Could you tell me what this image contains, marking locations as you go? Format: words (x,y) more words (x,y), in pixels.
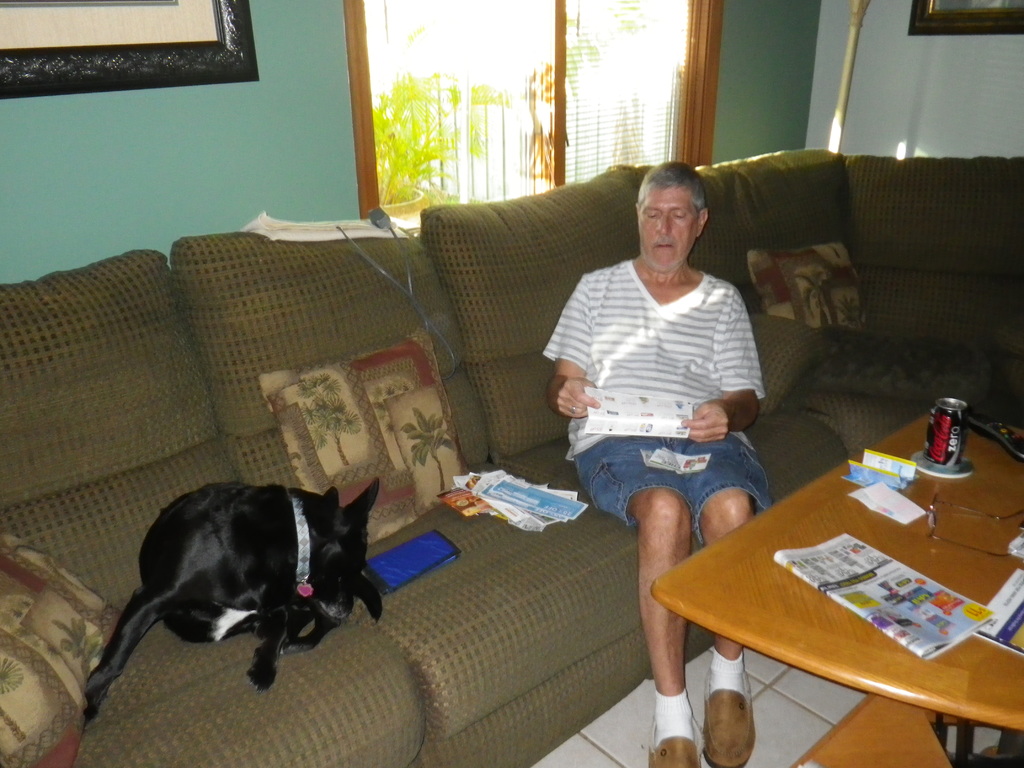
In this picture there is a man (609,386) holding a paper (622,426) and sitting on the sofa (446,327). A pillow (404,427), few papers (460,490), black dog (295,537) is seen on the sofa (400,540). To the right (936,432), there is coke can (939,446), papers (896,477), spectacle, newspaper (872,559) is visible on the table (776,573). There is a frame (161,69) on the wall (236,84). A flower pot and a plant (408,141) is seen in the background (392,144).
